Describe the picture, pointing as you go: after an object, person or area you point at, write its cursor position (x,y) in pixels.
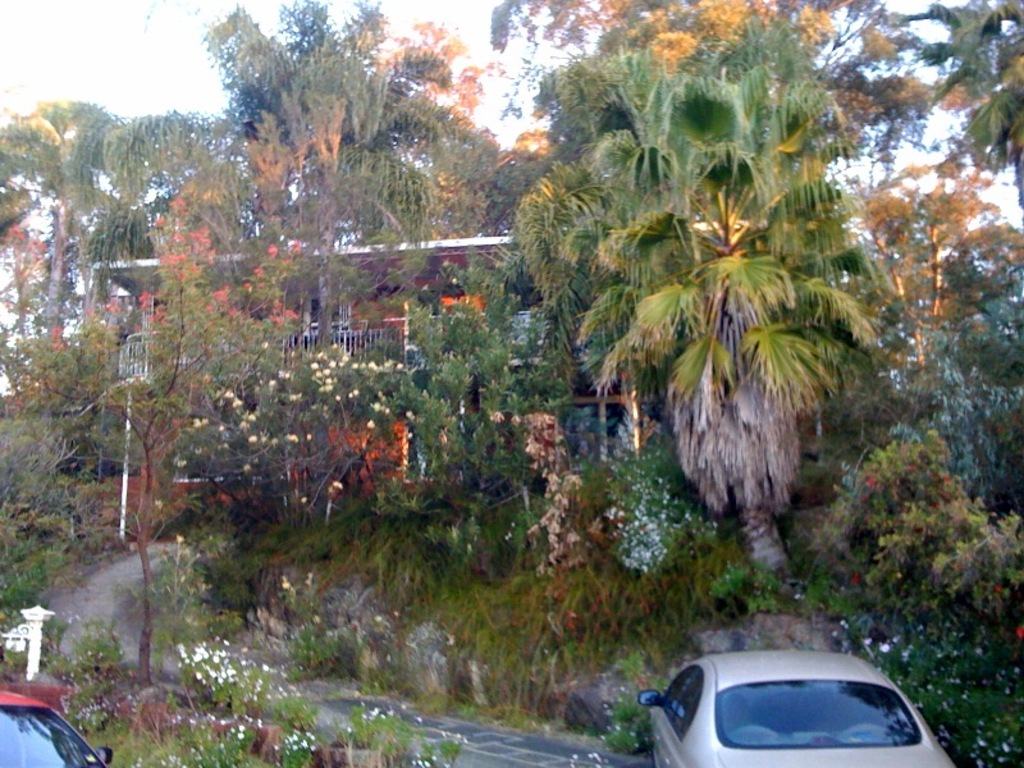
In this picture I can see the vehicles (739,663) in the parking space (353,704). I can see flower plants (276,692). I can see the walkway (339,704). I can see trees (318,249). I can see the house (345,332). I can see clouds (170,17) in the sky (182,29).
